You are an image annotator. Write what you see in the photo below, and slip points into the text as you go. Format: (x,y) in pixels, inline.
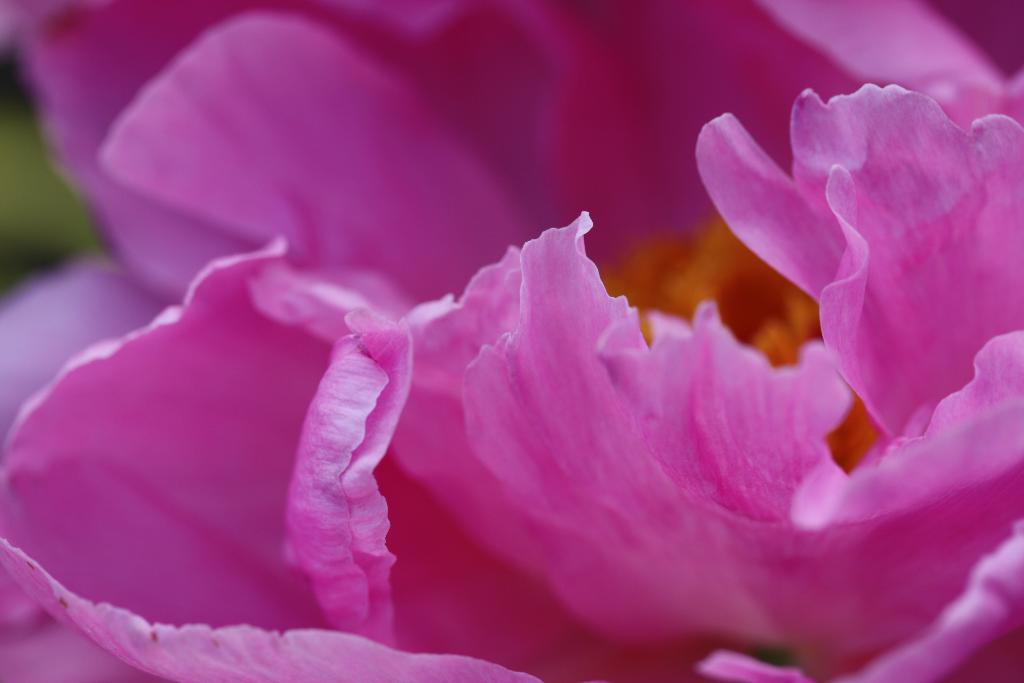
This picture shows a flower (336,430). it is pink in color.
